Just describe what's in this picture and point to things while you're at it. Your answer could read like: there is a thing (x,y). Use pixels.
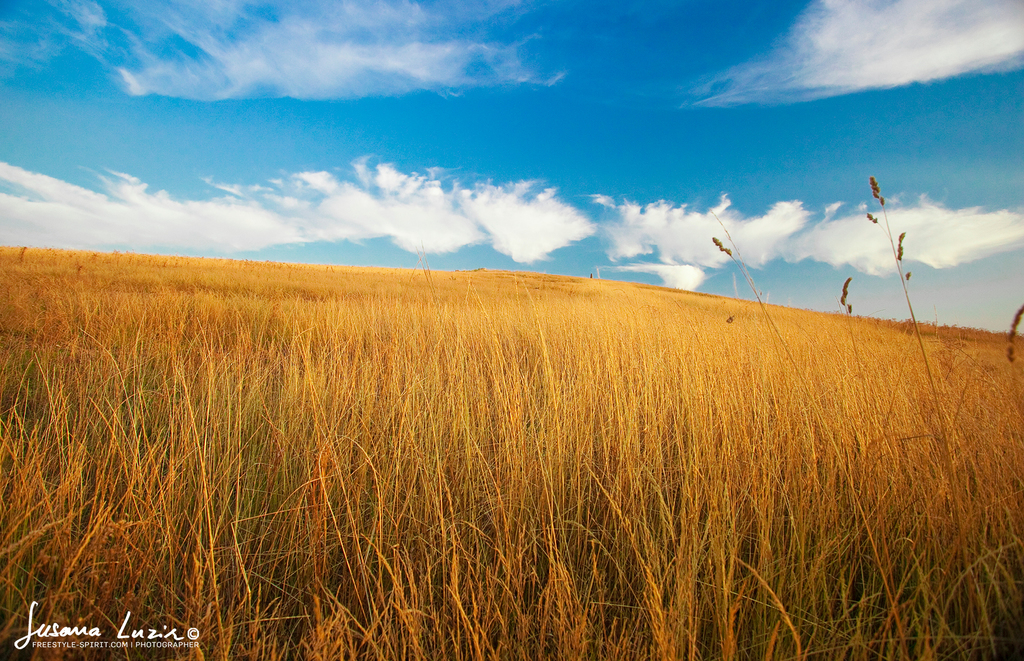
On the bottom left (64,626), there is a watermark (152,626). In the background (945,232), there is dry grass (419,277) on the ground (911,345) and there are clouds (959,228) in the blue sky (128,146).
